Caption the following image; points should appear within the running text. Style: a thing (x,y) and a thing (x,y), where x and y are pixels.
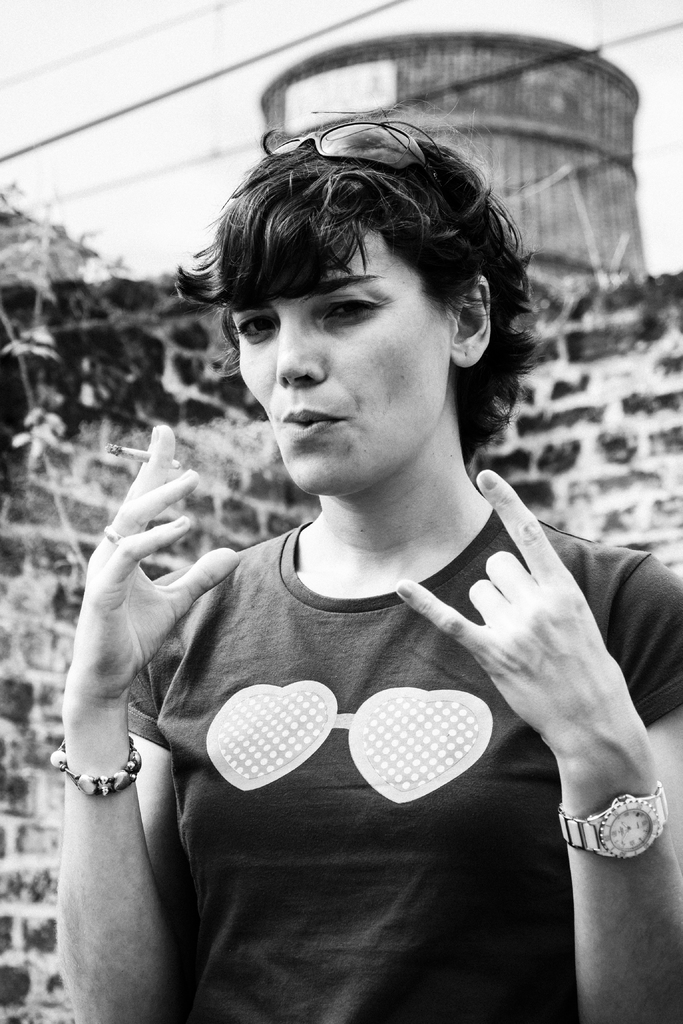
In the image there is a lady (428,472) holding a cigarette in the hand (150,479). On her head (387,200) there are goggles (386,154) and also there is a watch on her hand (585,815). Behind her there is a wall (541,335), wires (222,154) and also there is an object (490,112).
